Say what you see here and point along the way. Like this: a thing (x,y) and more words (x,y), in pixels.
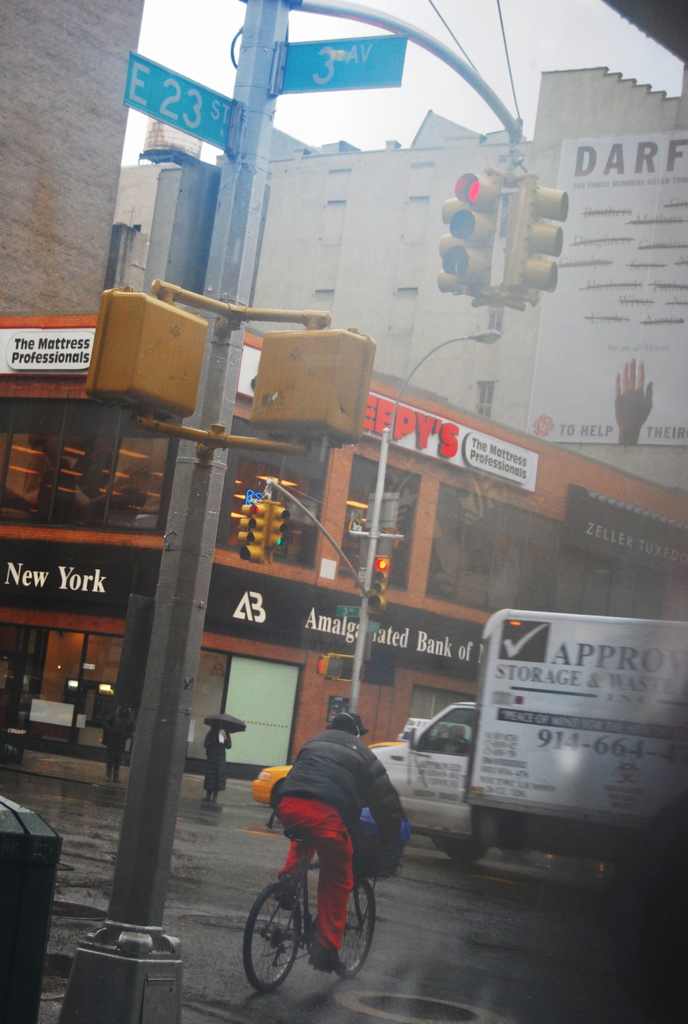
In the image we can see road (520,933), vehicle (520,764), bicycle (271,891), light pole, building (80,139) and sign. There is a person (291,782) riding the bicycle (306,921). This is a poster (605,375).
